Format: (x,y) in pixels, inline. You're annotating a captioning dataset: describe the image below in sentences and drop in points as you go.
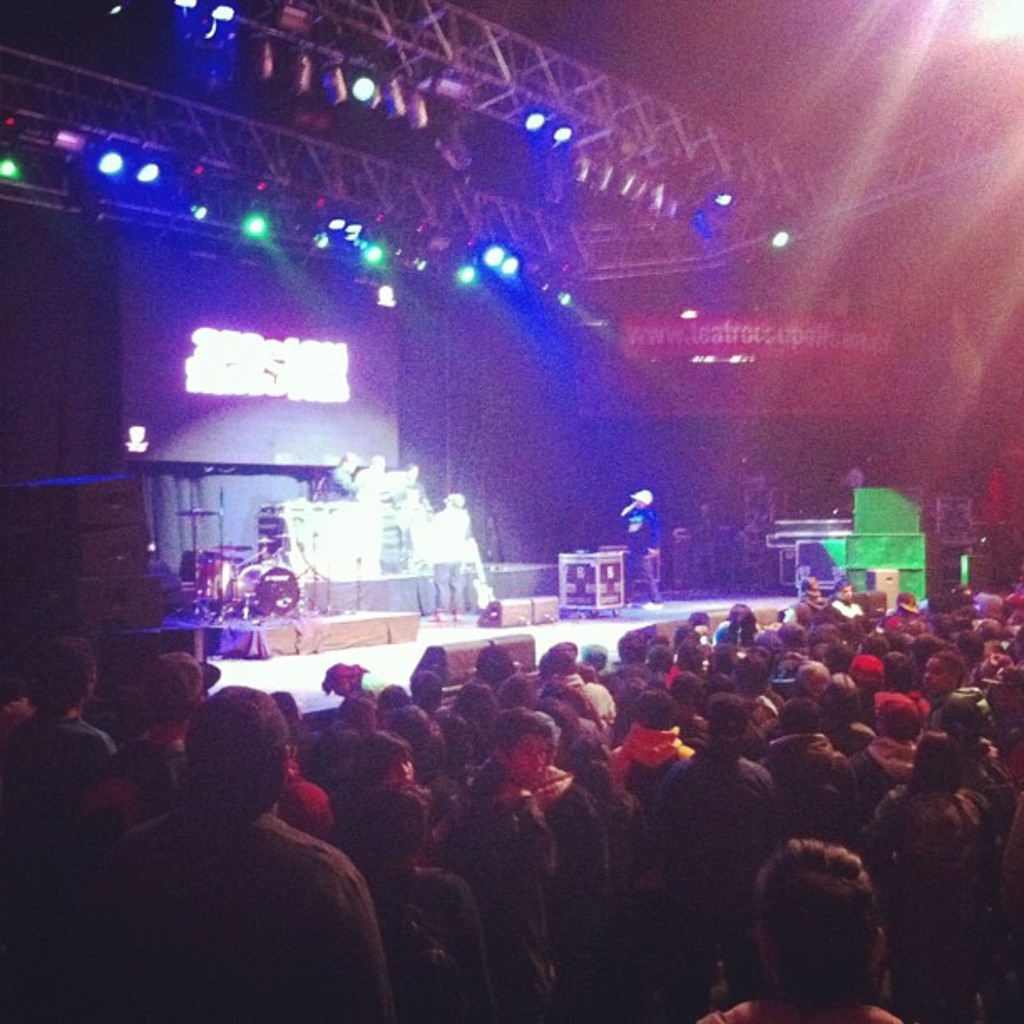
In this image we can see a group of people (647,847) standing near a stage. There are few musical instruments (248,584) on the stage (207,631). There are few people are standing on the stage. There are lights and a digital screen (298,369) in the image.
